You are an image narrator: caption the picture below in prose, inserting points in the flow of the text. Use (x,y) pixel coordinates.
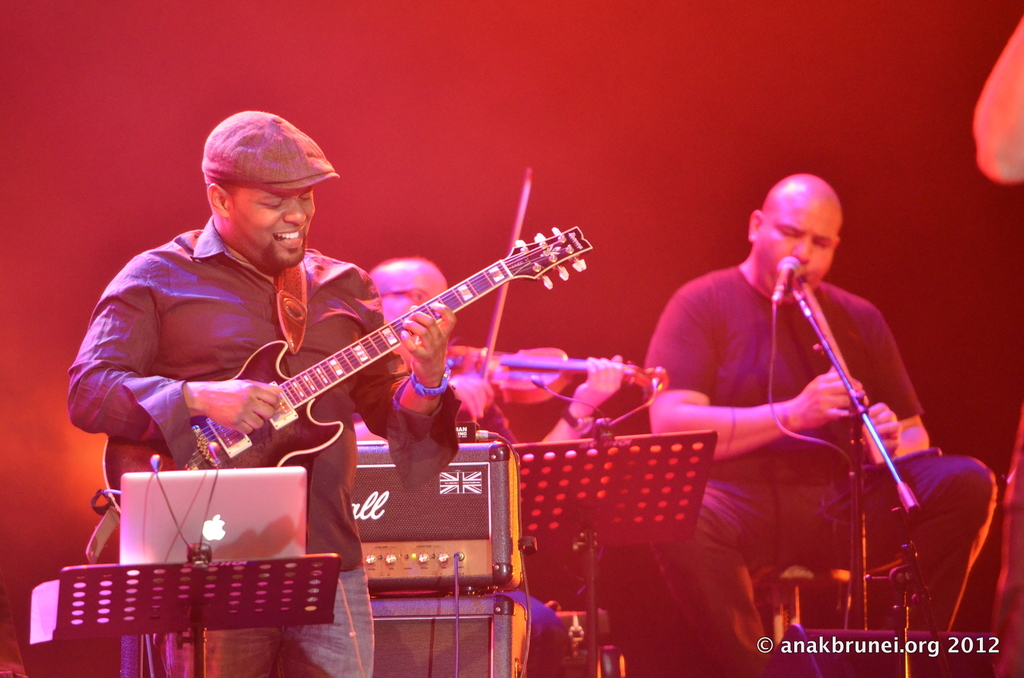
In this picture there are three people (227,149) those who are on the stage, the person (205,163) who is standing at the left side of the image (147,461) is playing the guitar (327,359) and the person (762,289) who is sitting at the right side of the image (696,415) is playing the flute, there is a laptop (143,546) on the desk (150,569) in front of the person (241,670).
